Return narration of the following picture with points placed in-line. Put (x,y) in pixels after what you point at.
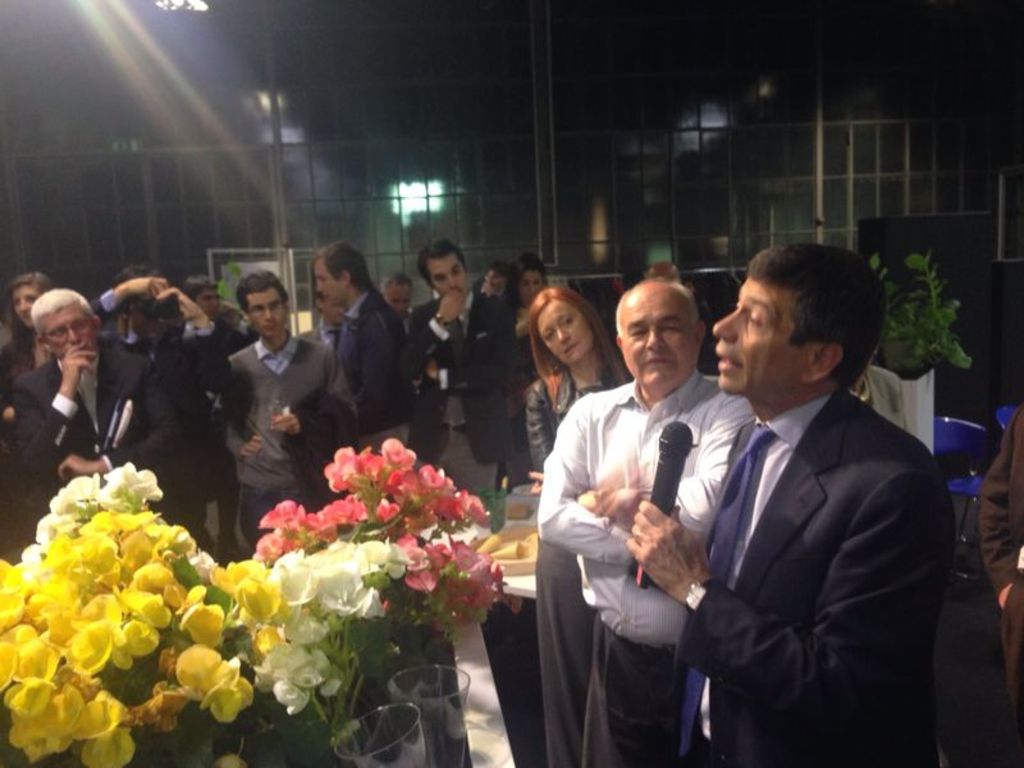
In this image I can see few people (461,298) are standing and wearing different color dresses (561,480). In front (837,420) I can see few flowers (5,681) in pink, yellow, white color and one person (796,331) is holding a mic (676,480). Background (745,106) is dark.
